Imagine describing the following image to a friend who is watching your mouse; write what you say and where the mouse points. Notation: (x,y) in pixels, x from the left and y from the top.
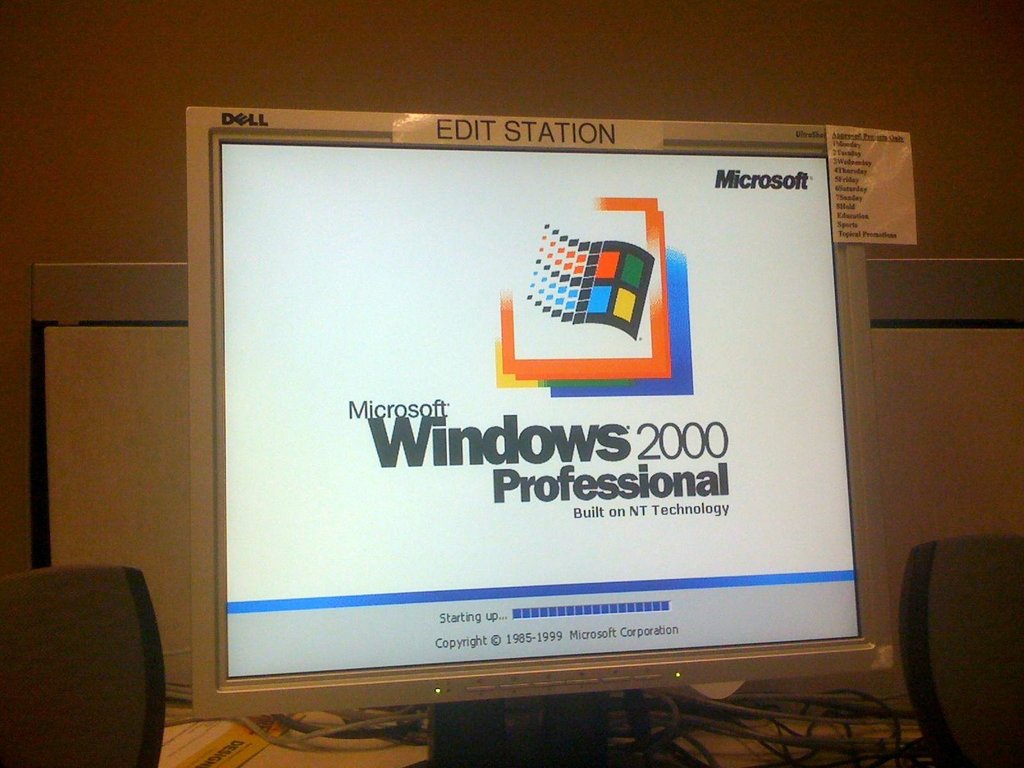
In the picture I can see monitor (326,557) on which something is displayed, here we can see the wires (340,734) and speakers (976,651) are placed on the table (343,754). We can see the wall (135,22) in the background (135,22).
